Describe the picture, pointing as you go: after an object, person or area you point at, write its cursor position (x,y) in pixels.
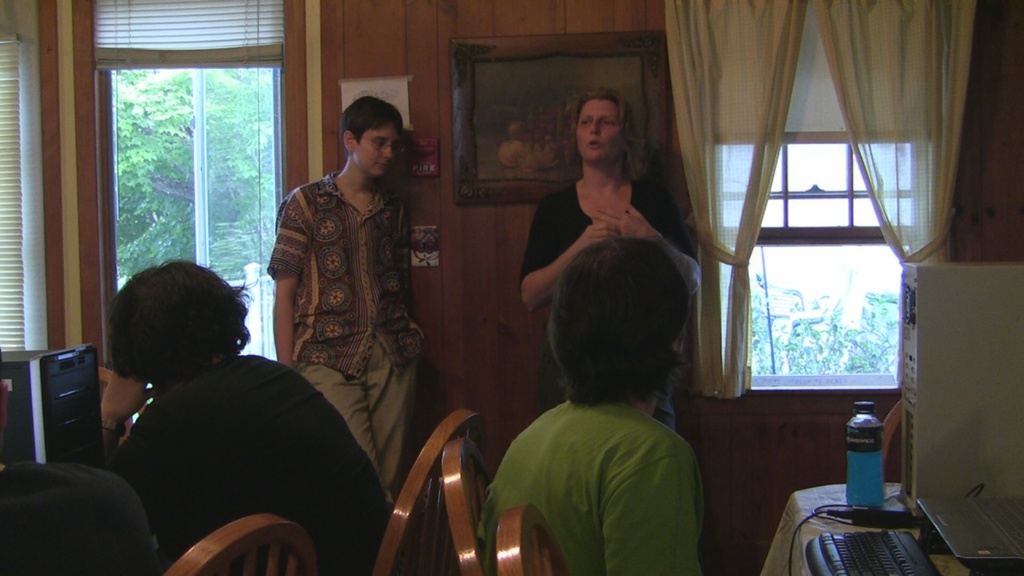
At the right corner of the image (843,496) there is a table (792,517) with keyboard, laptop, CPU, bottle (861,482) and also there is a black charger (897,514). In front of the table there is a man (599,448) with green t-shirt (611,442) is sitting on the chair (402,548). Behind him at the left side (240,421) there is a man (368,567) sitting on the chair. Behind them there are two people (628,219) standing. And in the background (450,215) there is a wall (513,222) with windows (831,249) and frames (456,66). Outside the windows (218,106) there are trees (210,101).
